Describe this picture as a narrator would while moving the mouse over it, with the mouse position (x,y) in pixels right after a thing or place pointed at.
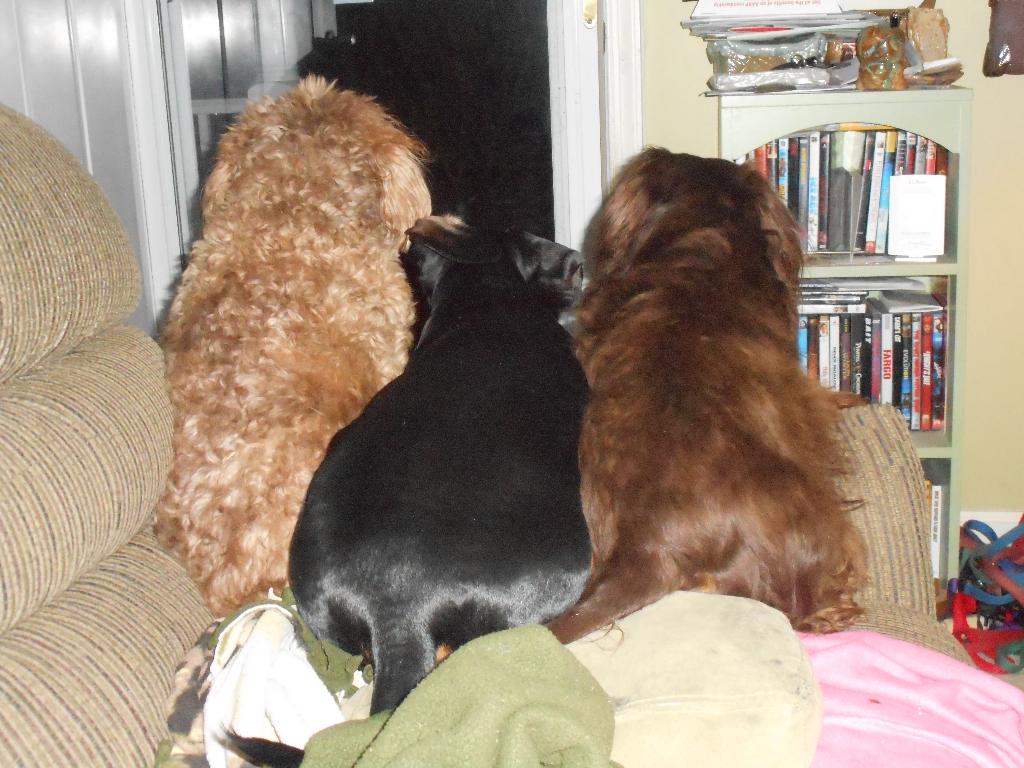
In this image we can see three dogs (367,546) on the sofa (889,556), there is a cupboard (923,436) with some books (821,209), on the cupboard (782,103) we can see some objects (768,89), also we can see a door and the wall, there are some wires (972,560) on the floor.
